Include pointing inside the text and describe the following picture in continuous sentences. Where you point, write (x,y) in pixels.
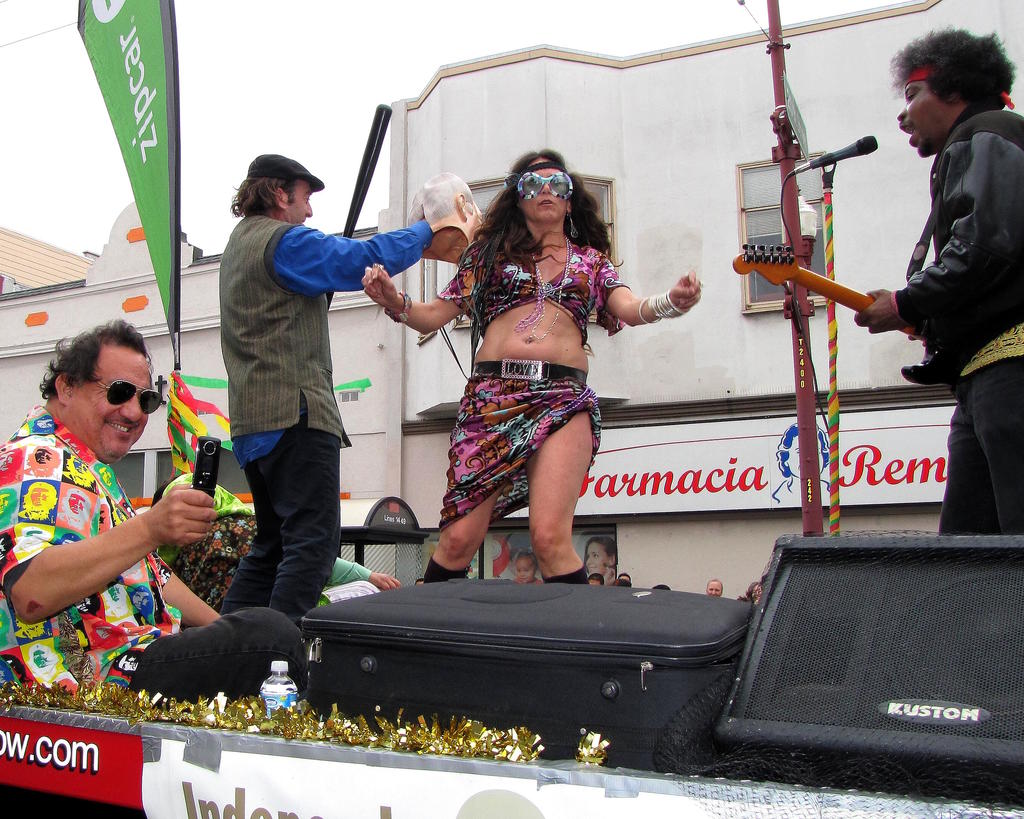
Here in this picture in the middle (556,357) we can see a woman (495,342) dancing over there and on the right side (998,279) we can see a person (1000,200) playing a guitar (923,329) and singing a song with a microphone (854,151) present in front of him over there and on the left side (310,215) we can see another person (340,261) dancing in front of her and we can see another person (27,466) sitting over there with a mobile phone (214,463) in his hand (203,506) and we can see he is smiling and wearing goggles (150,403) on him and beside him we can see bottle of water (278,659), a luggage bag (476,656) and a speaker (833,631) present over there and we can also see a flag post (176,131) present and behind them we can see building (60,300) and stores (402,427) present over there.
